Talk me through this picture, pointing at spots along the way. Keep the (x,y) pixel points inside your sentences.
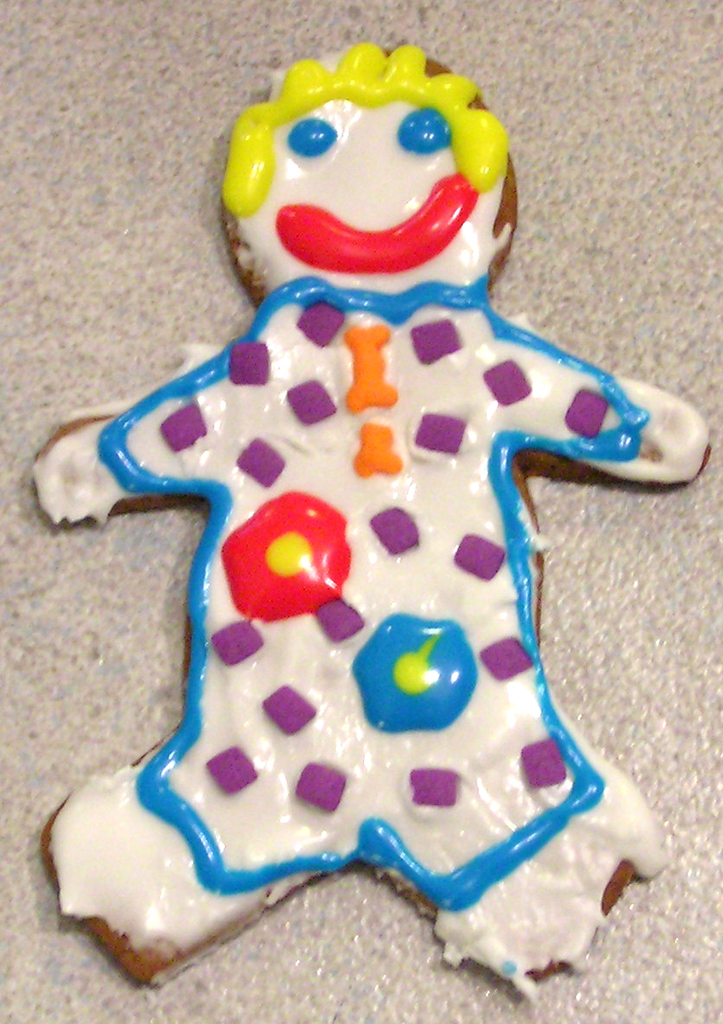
In this image I can see the white colored surface (629,246) and on it I can see a cookie (511,226) which is brown, white, red, yellow, orange, blue and purple in color.
